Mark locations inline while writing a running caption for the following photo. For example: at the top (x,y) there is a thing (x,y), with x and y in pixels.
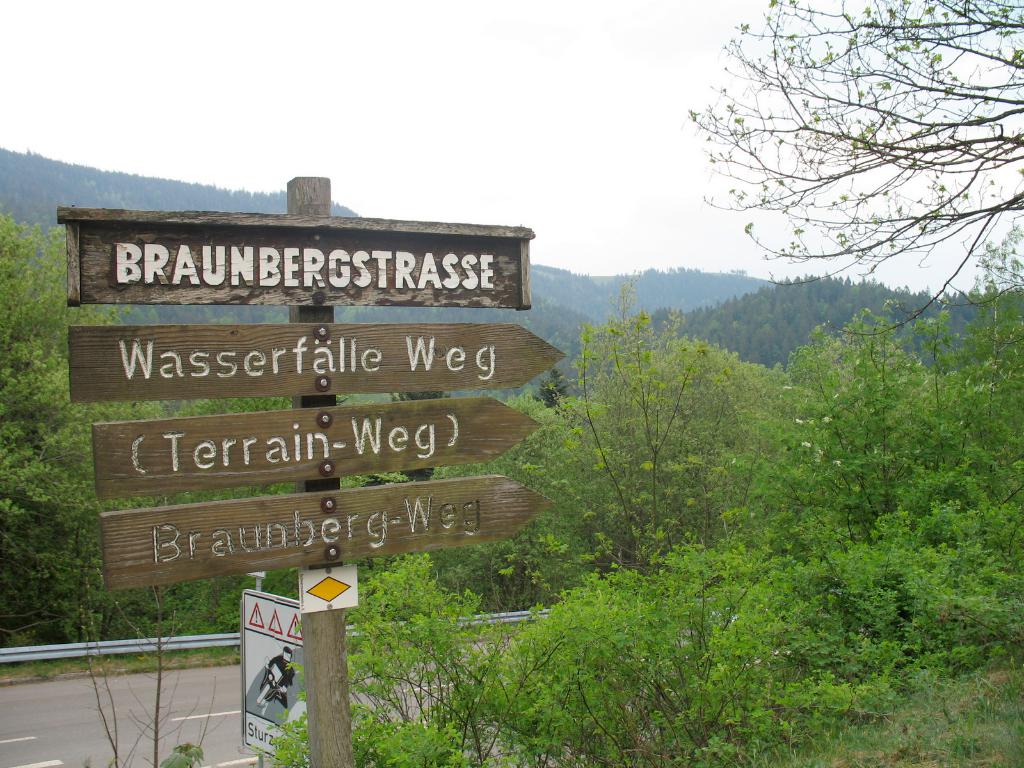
There are sign boards (294,329) attached to the pole (333,671), near plants (487,674) and a road (206,699). In the background (689,84), there are trees (816,315), mountains (41,175) and there is sky (661,84).
